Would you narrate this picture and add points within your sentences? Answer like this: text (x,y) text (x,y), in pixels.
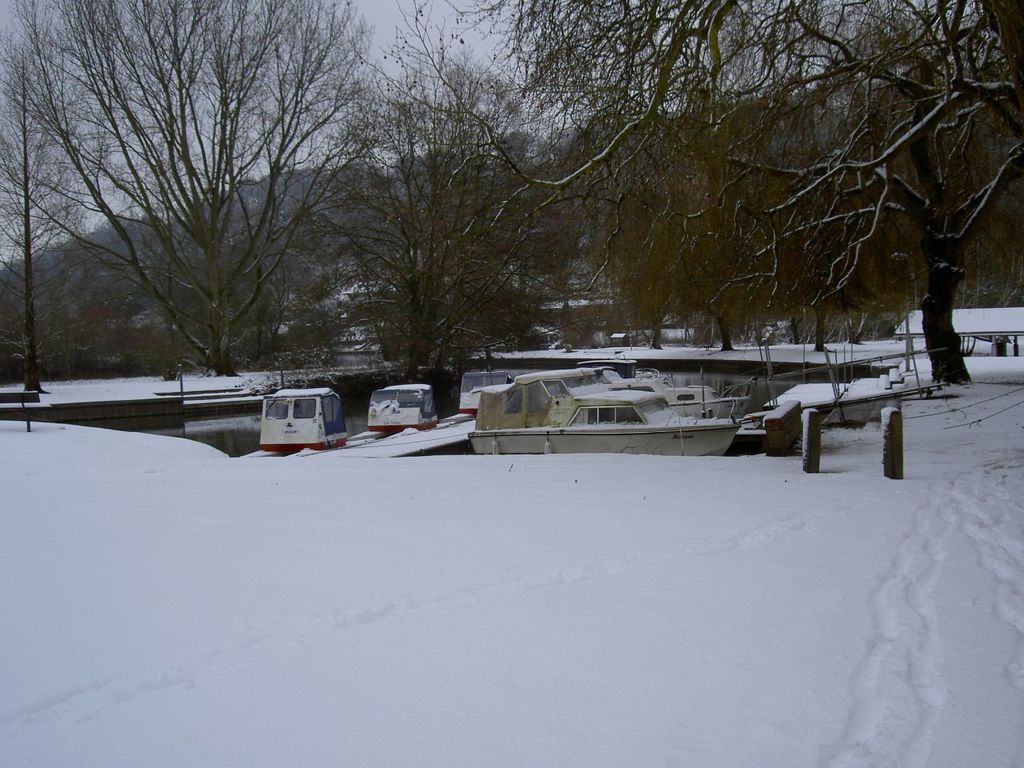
In this image, we can see snow (244,383), we can see water (184,421), there are some boats (707,438), we can see some trees (471,145) and we can also see the sky (425,38).
